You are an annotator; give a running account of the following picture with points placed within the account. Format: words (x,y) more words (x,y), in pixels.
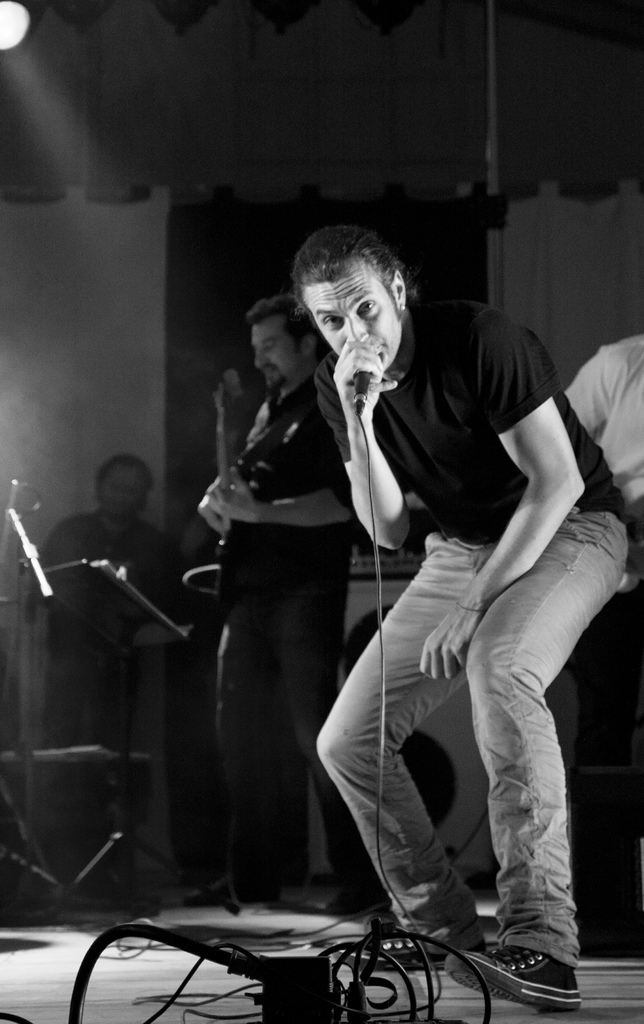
In the image we can see there is a man (402,846) who is standing and holding mic (367,376) in his hand (373,359) and another man (293,575) is holding guitar (225,475) in his hand (243,501) and the image is in black and white colour.
